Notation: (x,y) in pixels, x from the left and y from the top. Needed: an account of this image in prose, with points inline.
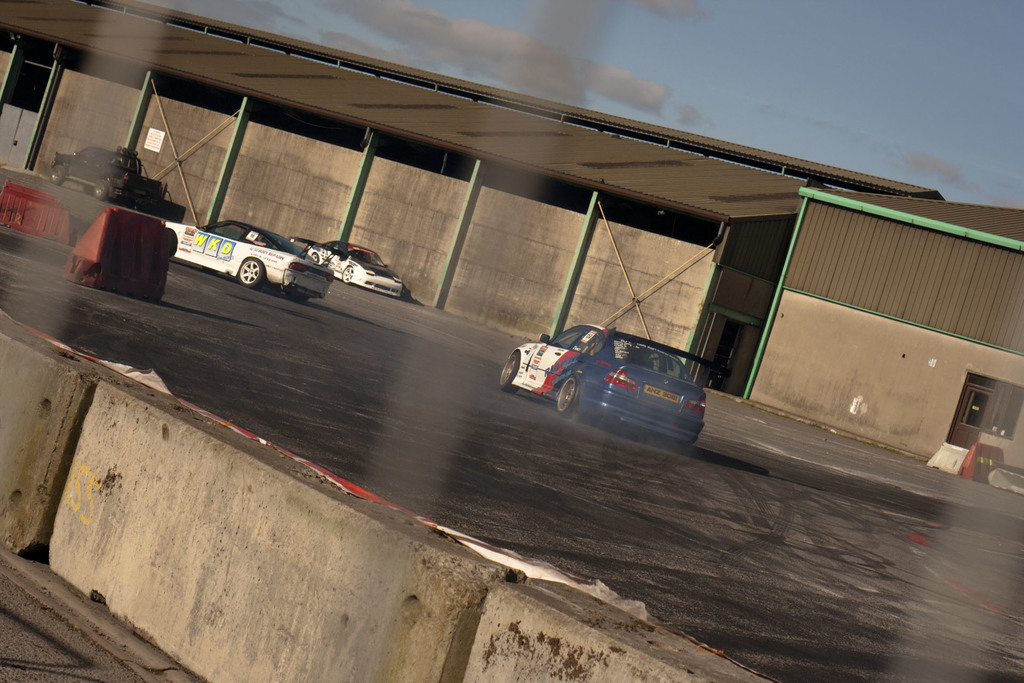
In this image I can see few vehicles (232,222), background (354,161) I can see the shed (610,260) in brown color. In front (235,562) I can see the concrete divider (128,439), background (760,129) the sky (625,67) is in blue and white color.
